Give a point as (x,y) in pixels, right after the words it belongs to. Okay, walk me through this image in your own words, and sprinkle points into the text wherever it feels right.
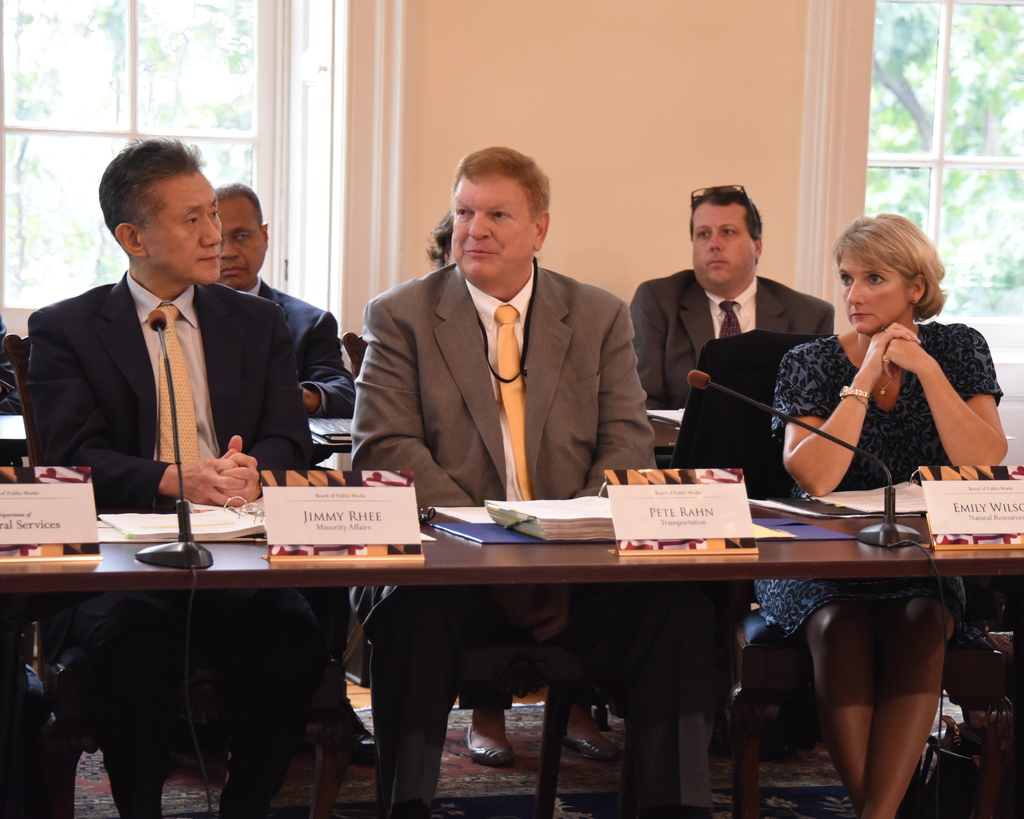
In this picture we can see some persons (682,327) sitting on chair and in front of them there is table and on table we can see name boards (409,480), mic (159,550), book (246,527) and in the background (114,248) we can see wall (486,123), windows (59,78), trees (878,118).
